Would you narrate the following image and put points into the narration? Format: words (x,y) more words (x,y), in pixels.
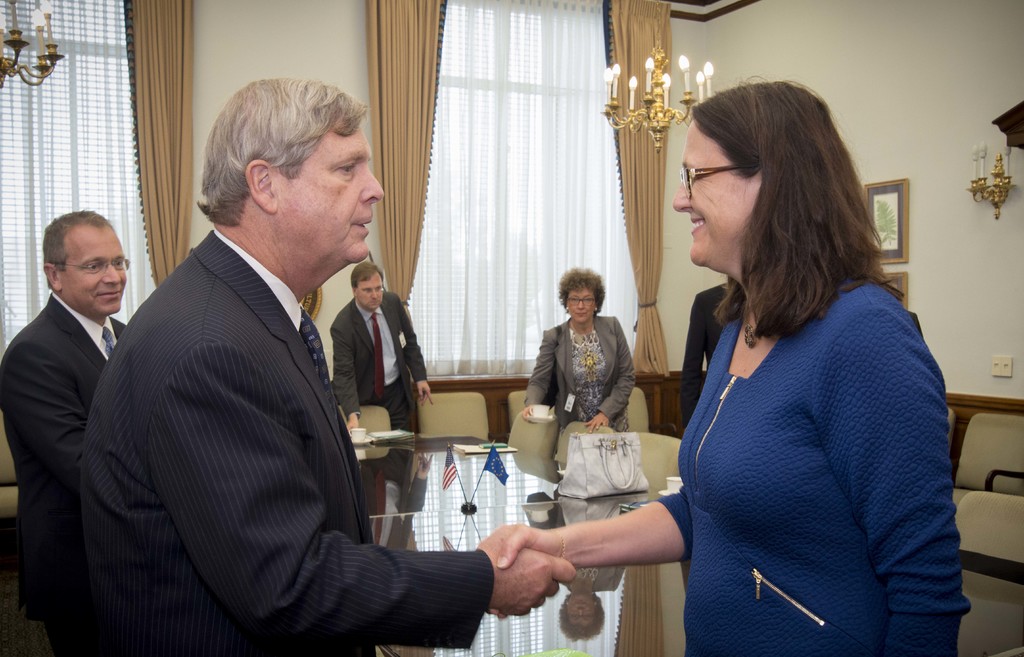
In this image we can see a few people (292,574) in a room (308,534) and two among them are shaking their hands (545,587) and there is a table (378,455) with objects (470,503) like handbag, cups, flags (480,485) and some other things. In the background (889,88), we can see the wall (891,165) with photo frames (903,244) and curtains (387,186).
